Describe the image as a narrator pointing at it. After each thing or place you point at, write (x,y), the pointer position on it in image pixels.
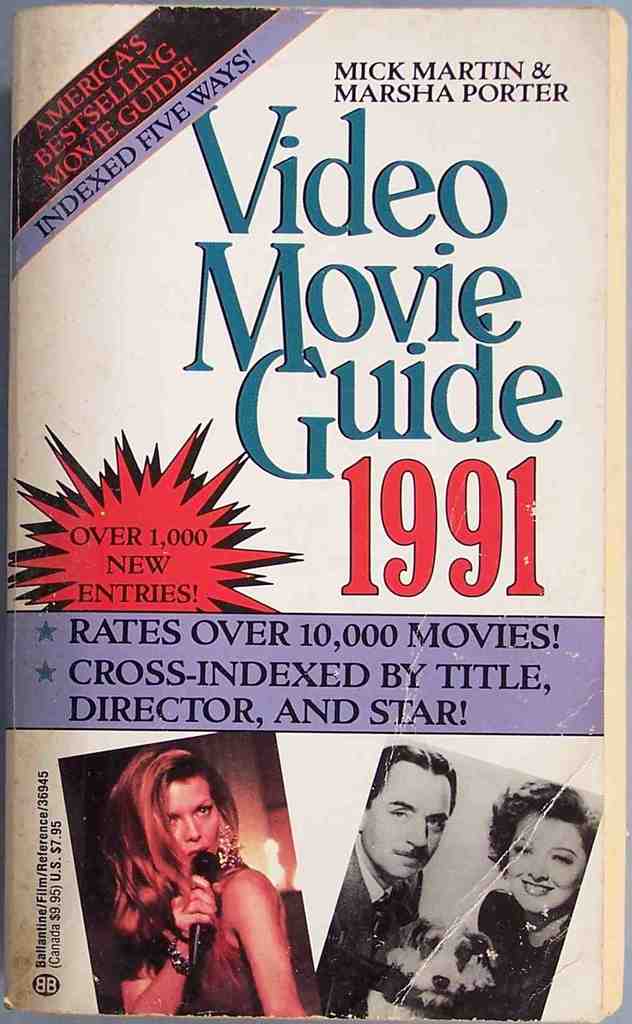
In this image we can see the top view of the book (133,820) and on the book (288,559) we can see the humans (128,826) and also the text (524,579).
